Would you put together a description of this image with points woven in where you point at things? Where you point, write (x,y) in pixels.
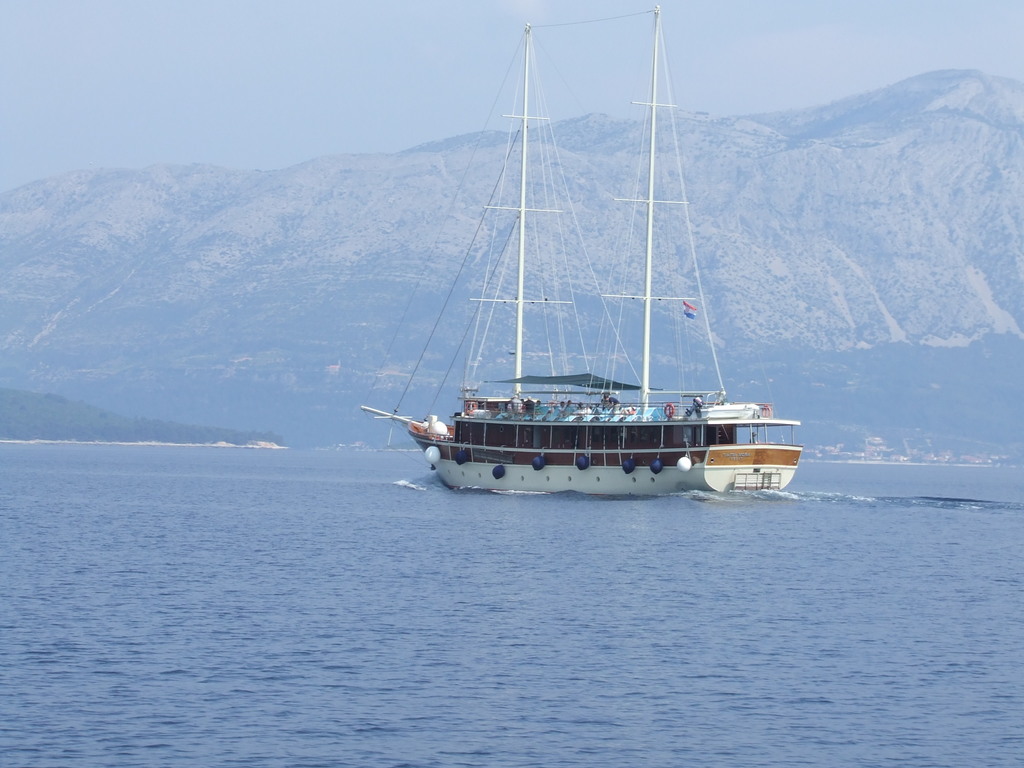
In this image I can see the boat (585,429) on the water (451,591). In the background (507,232) I can see the mountains (726,213) and the sky (318,86) is in blue color.
